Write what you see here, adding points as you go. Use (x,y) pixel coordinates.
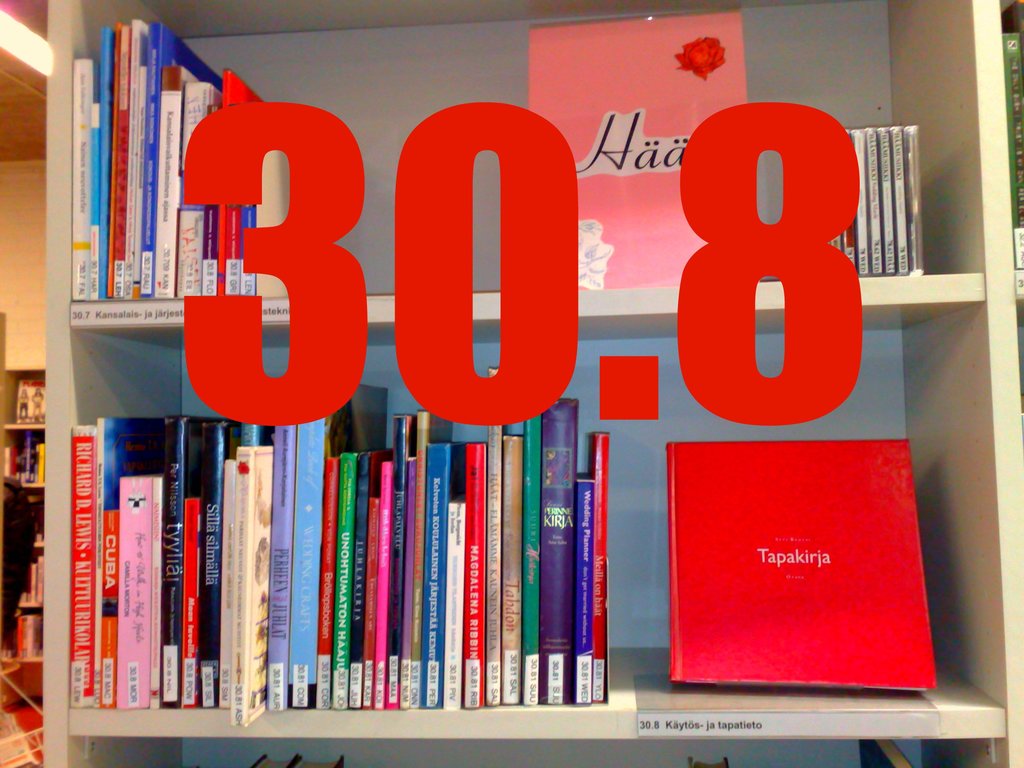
There are some books (219,472) kept in the racks (606,300) as we can see in the middle of this image (644,318). There is a numerical number (454,142) present in the middle of this image (559,356).
